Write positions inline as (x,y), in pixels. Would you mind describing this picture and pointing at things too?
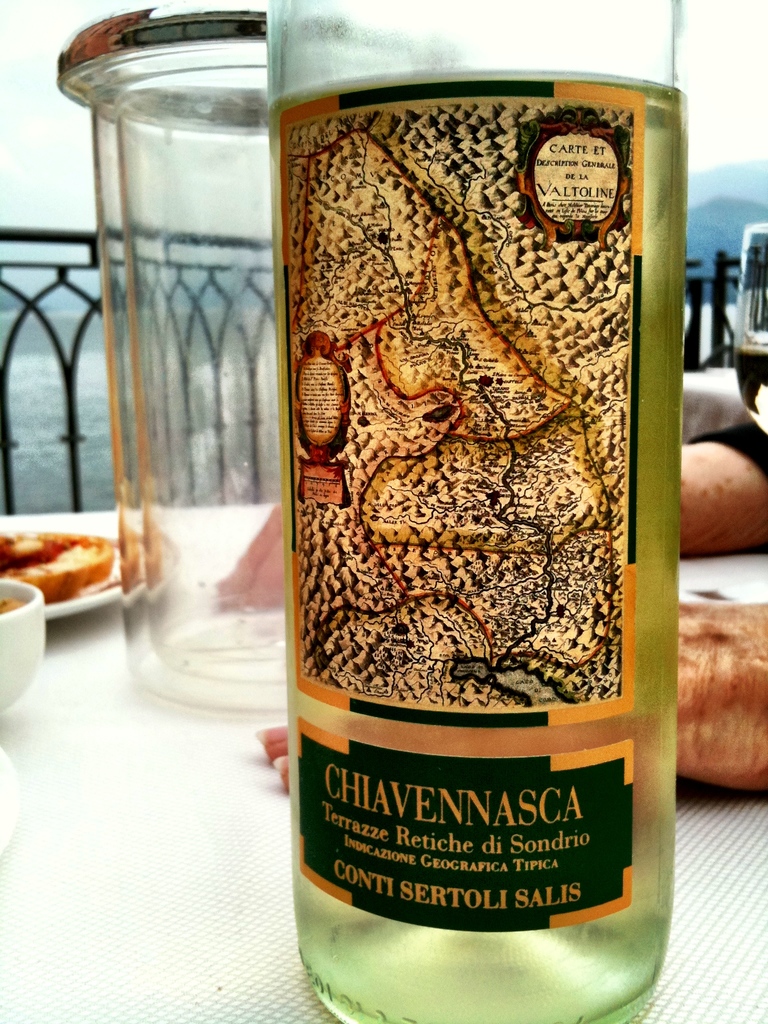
A wine bottle (363,476), a glass (190,601) and some eatables (74,549) on a plate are on a table (60,688). There are two hands (706,732) beside the bottle (575,402).
